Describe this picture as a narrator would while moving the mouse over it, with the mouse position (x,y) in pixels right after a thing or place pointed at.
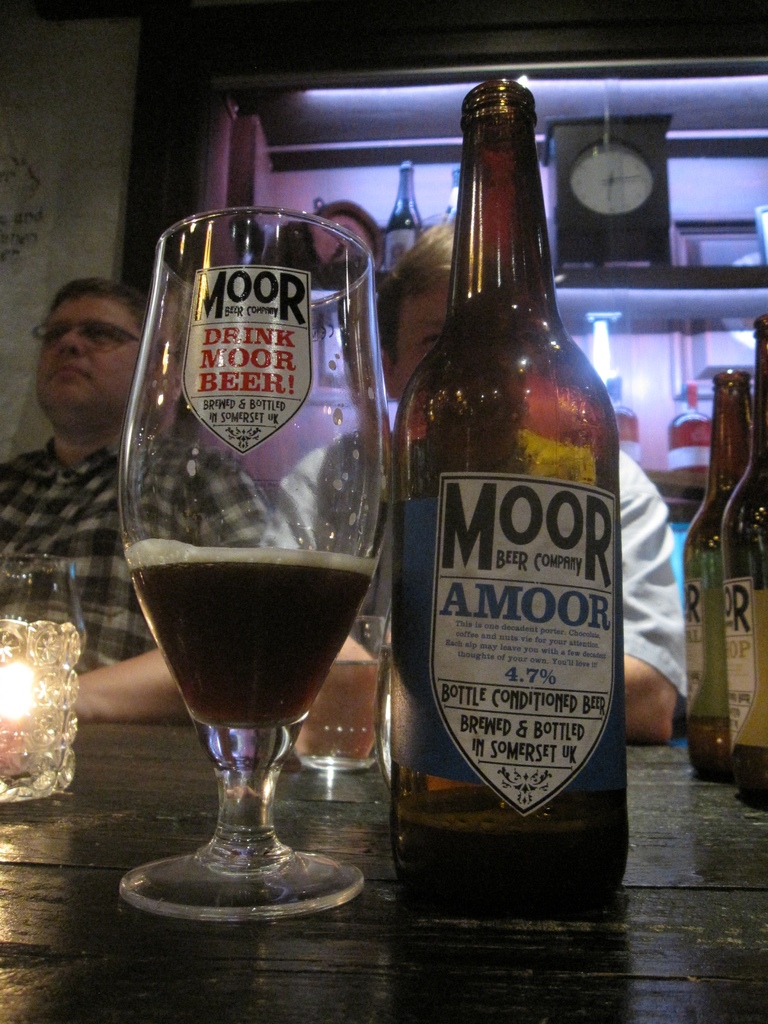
In the image we can see there is a table (426,982) on which there is a beer bottle (489,176) and a beer glass (230,648). At the back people (78,473) are sitting.
